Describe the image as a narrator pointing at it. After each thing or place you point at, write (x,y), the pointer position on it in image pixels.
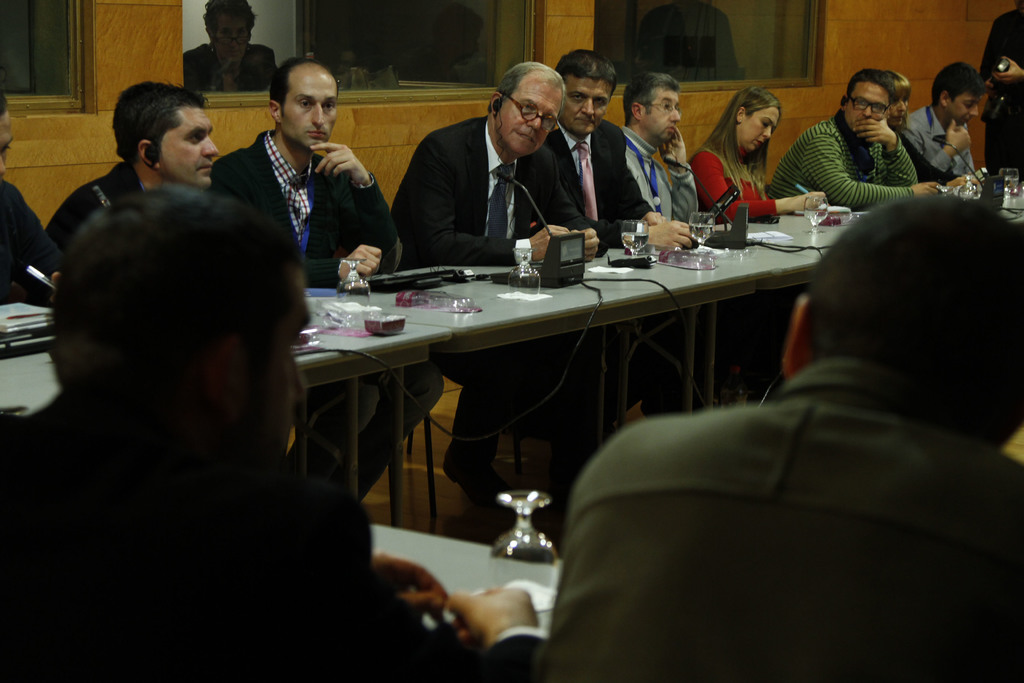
Here we can see all the persons (541,191) sitting on chairs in front of a table (335,381) and on the table (500,289) we can see mikes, glasses (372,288). Here on the background (350,48) we can see window (341,52) and a reflection of a women (260,45) on a glass (216,48).
